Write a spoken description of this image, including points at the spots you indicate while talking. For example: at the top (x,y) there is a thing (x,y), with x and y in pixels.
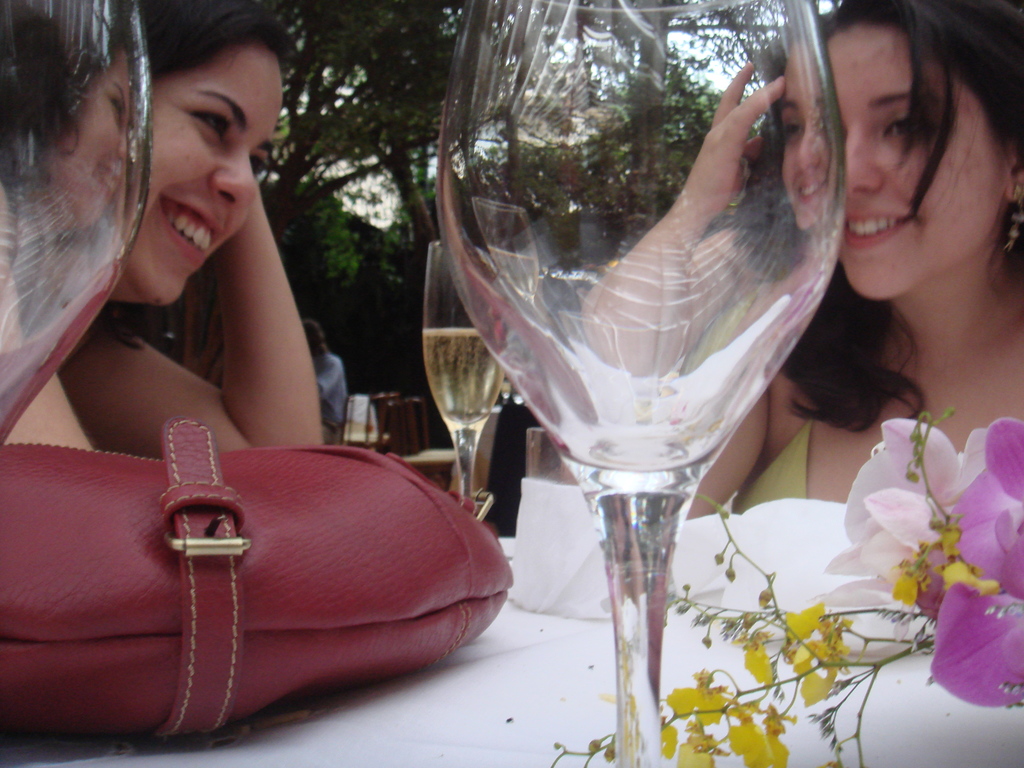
In this picture that two women (245,16) sitting on a table (942,697), a red bag (347,635) placed on the table (514,621) and both of them are smiling.
